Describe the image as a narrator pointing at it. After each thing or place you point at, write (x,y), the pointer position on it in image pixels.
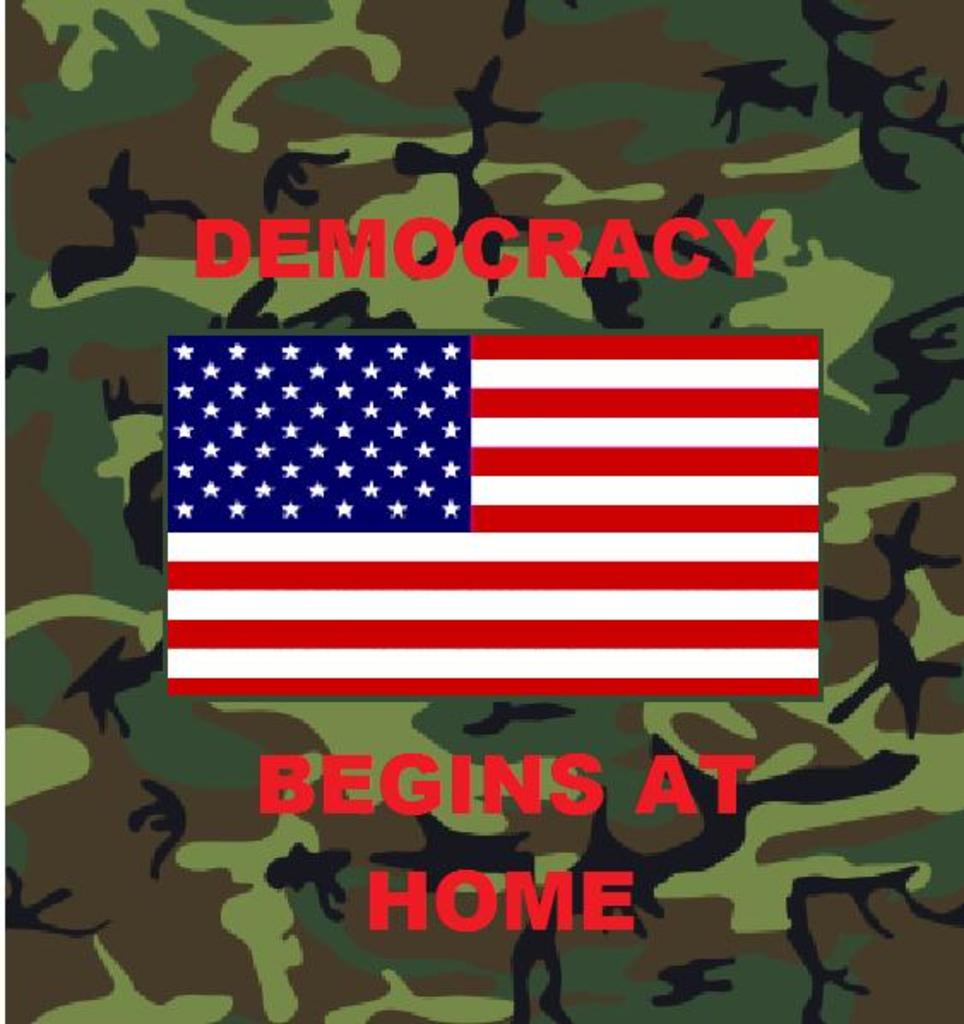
In the middle of the image (472,612) we can see a flag (597,465) and text (481,237) on the top (481,258) and bottom.
